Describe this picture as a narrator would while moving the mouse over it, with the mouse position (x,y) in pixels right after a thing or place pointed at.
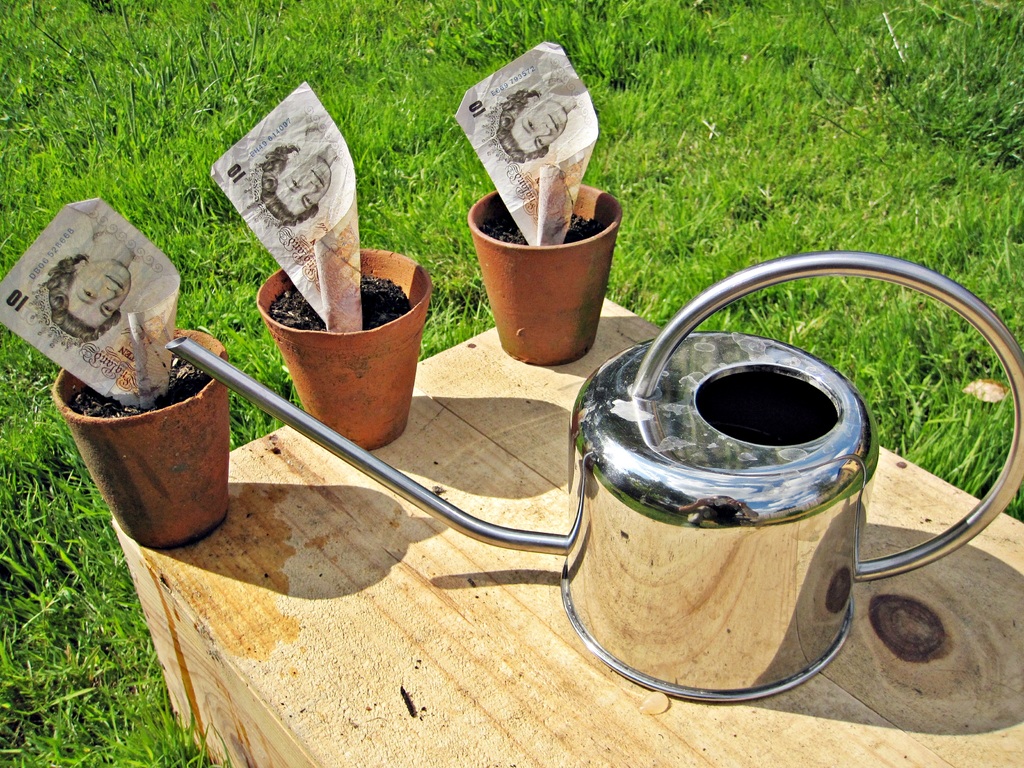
In the center of the image (491,508) we can see a table (344,538). On the table (302,585) we can see a vessel (671,457), pots (310,364), soil (113,400) and papers (136,357). In the background of the image (464,243) we can see the grass (57,626).
